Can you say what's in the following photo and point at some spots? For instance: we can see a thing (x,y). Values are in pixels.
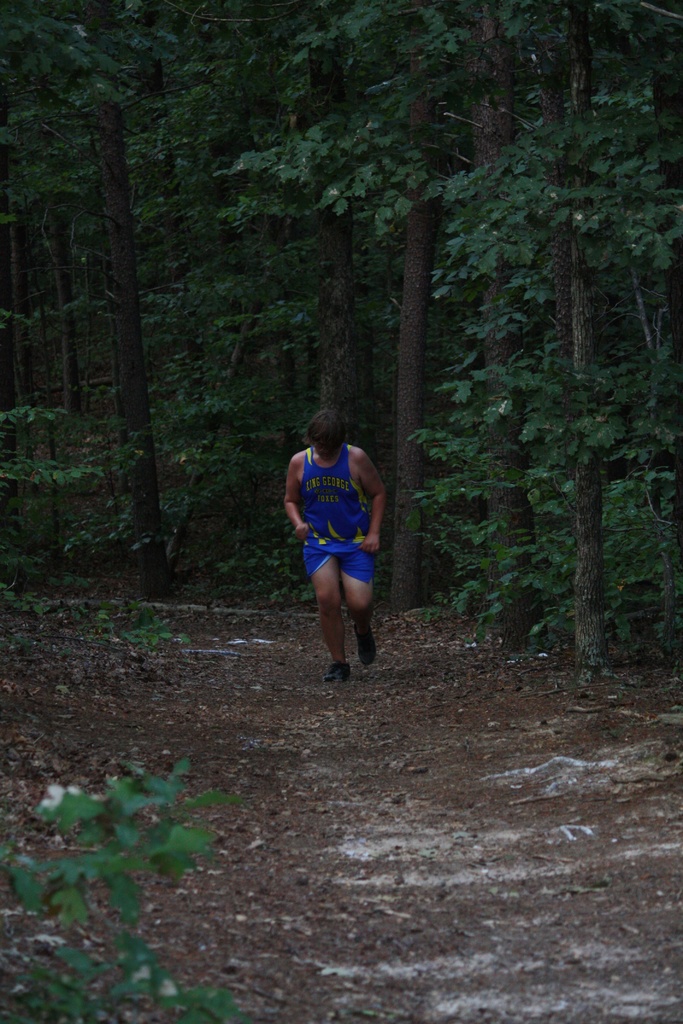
In this image we can see person (313,500) running on the ground (315,670). In the background (506,239) there are trees (551,309).
